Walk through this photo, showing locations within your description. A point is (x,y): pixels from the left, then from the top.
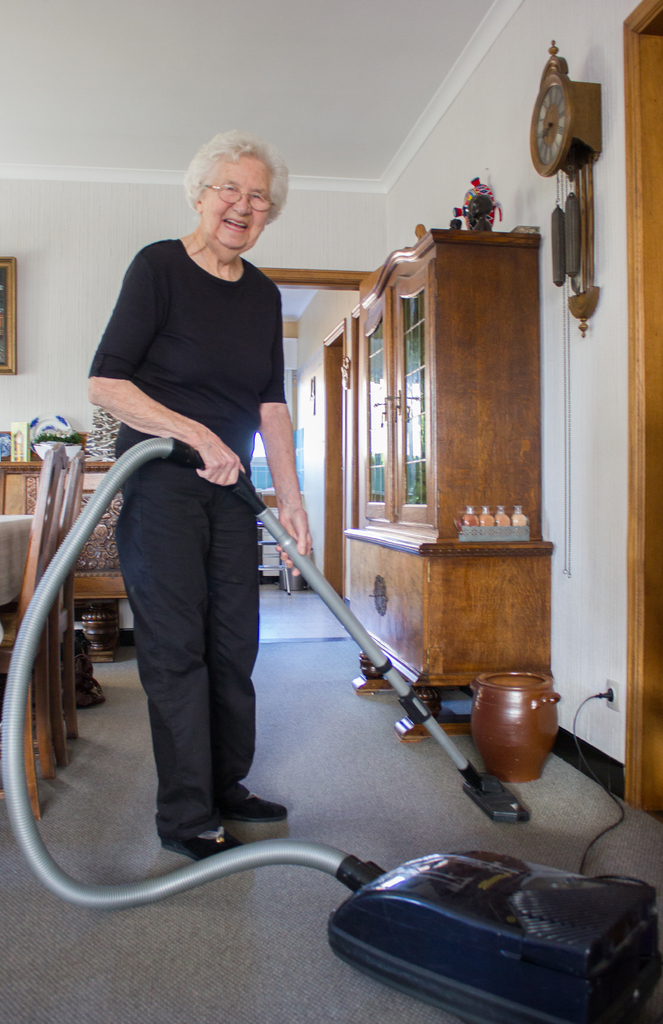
this picture shows a woman (211,455) standing and holding a vacuum cleaner (107,495) and cleaning the house (8,943) and we see few chairs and a cupboard (509,370) on the right (517,561).
